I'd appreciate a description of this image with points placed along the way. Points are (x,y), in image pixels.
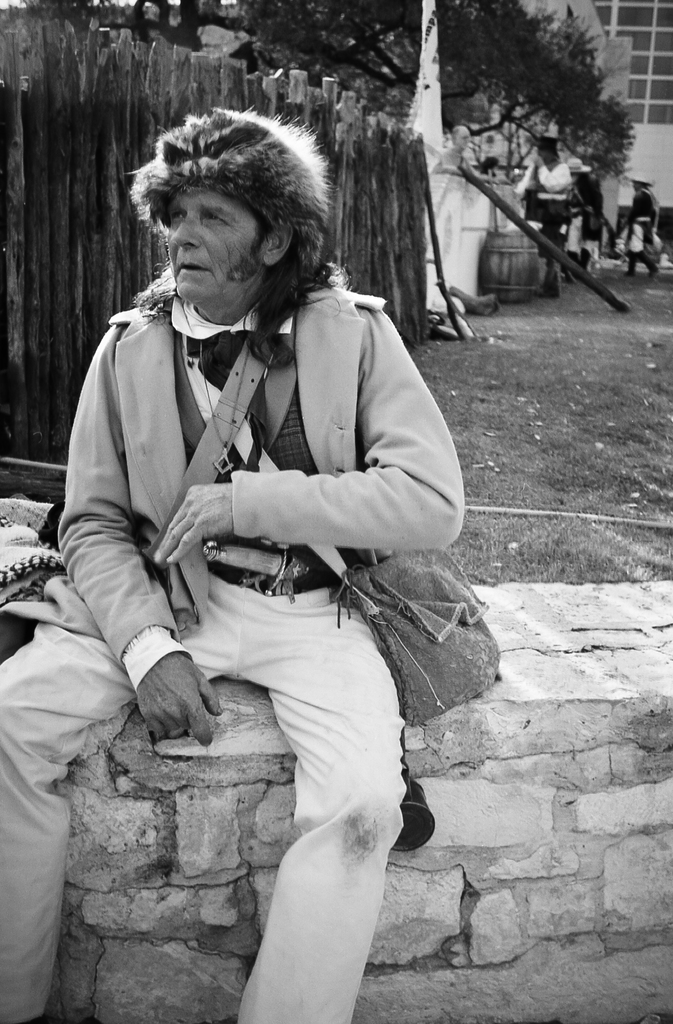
In the image we can see a man (265,464) wearing clothes (270,525), neck chain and a cap (217,164). This is a handbag (396,626), grass (549,454), wooden fence (82,115), building (645,131) and a tree (512,93). This man (268,480) is sitting, there are even other people (575,225), this is a container (487,264).
